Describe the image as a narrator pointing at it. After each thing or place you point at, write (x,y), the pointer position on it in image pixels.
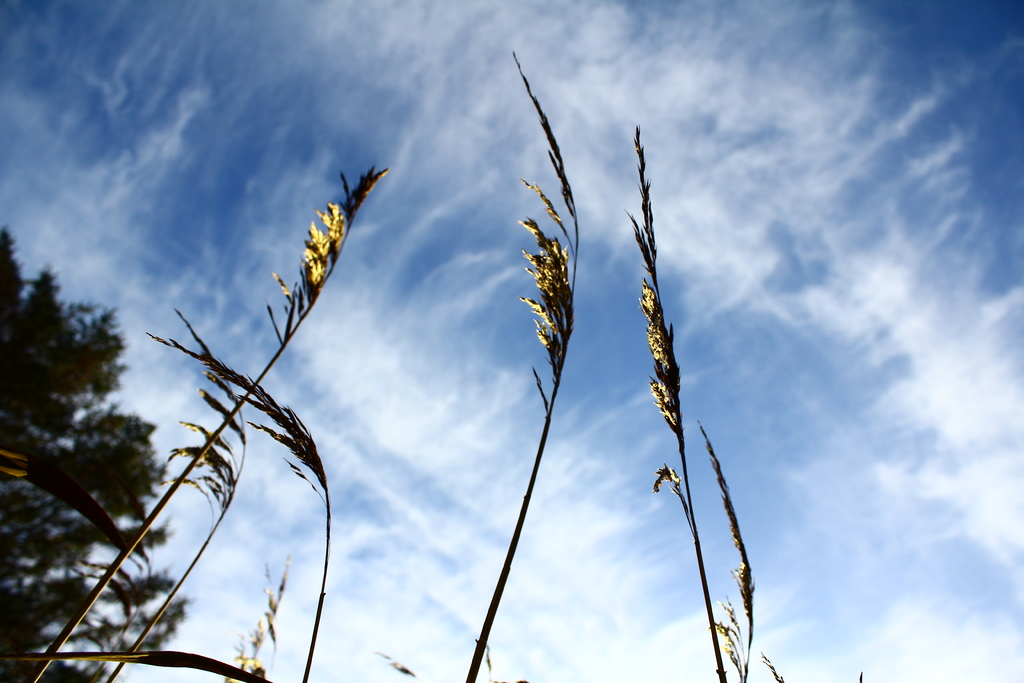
In this picture I can see there are plants (146,629), trees (57,553) and the sky (435,287) is cloudy.
